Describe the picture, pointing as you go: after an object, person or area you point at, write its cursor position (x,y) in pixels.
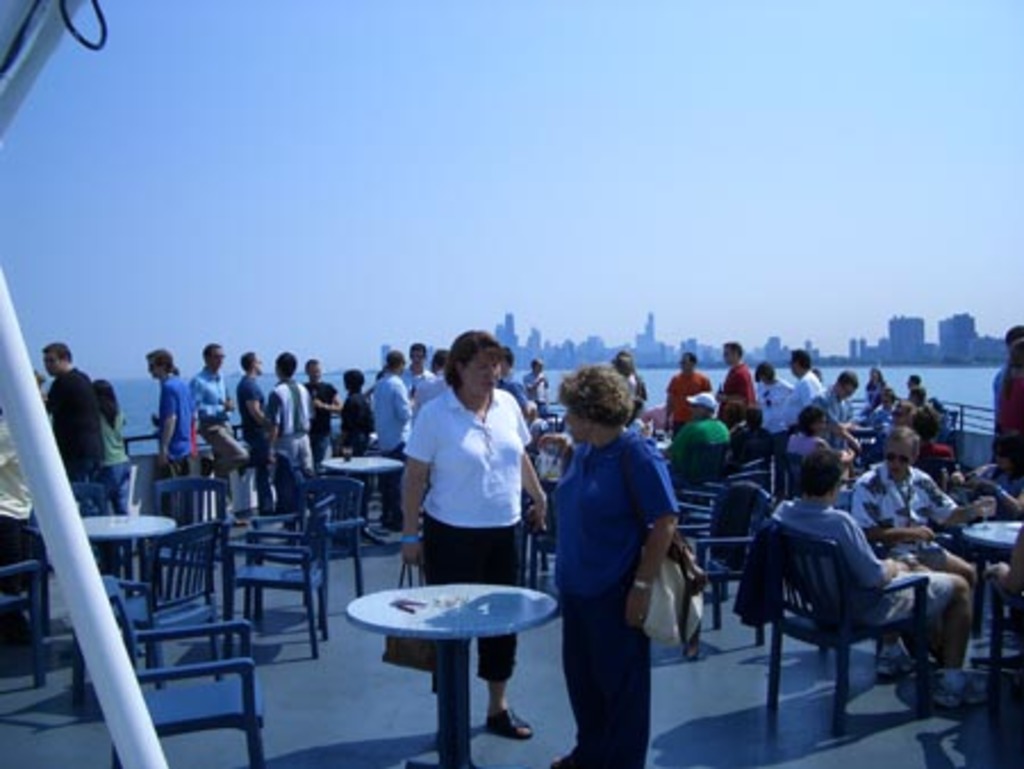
Here in this picture we can see a group of a people (829,442) sitting on chairs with tables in front of them and some other group of people (429,469) are standing and watching the water (336,422) present in front of them and at the far we can see buildings (590,342) present.
